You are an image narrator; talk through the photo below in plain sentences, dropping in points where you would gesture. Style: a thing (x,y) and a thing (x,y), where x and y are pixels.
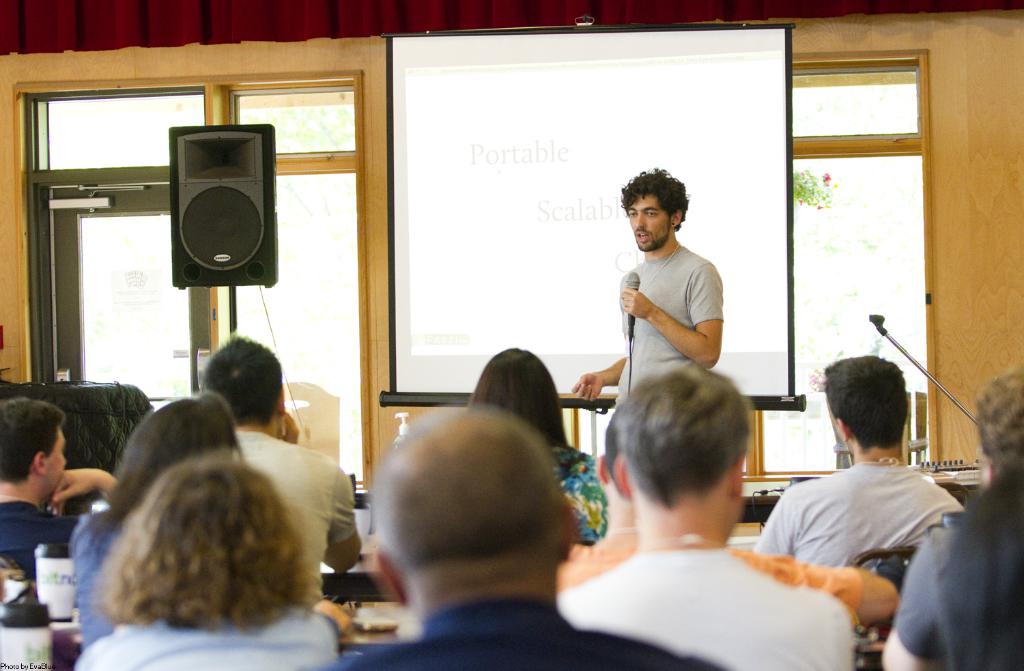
There are many people (631,550) sitting. In the back (693,329) there is a person (692,311) standing and holding a mic (631,286). On the right side (922,373) there is a mic stand (935,384). In the back (527,75) there is a screen (456,79), speaker (233,230) with a pole (234,307). In the background (338,67) there is a wall (338,67) with a glass windows (347,191). In the left bottom corner (49,576) there are cups (48,559).
